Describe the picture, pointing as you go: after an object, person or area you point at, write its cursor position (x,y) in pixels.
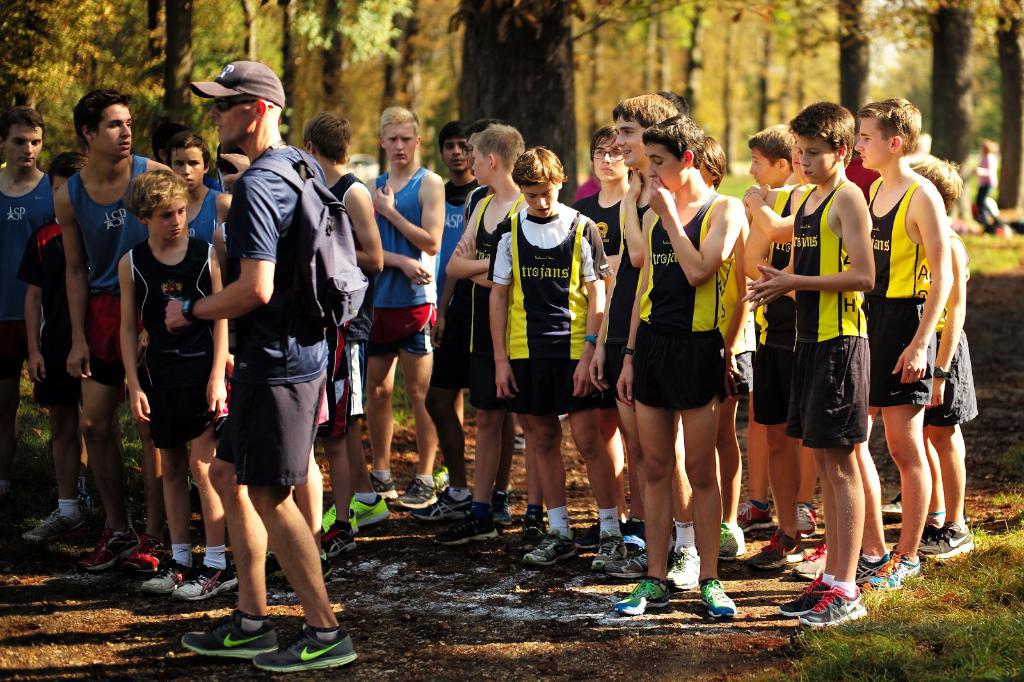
There are some people (550,269) standing. Person (287,334) on the front (319,307) is wearing bag (338,250), watch (188,304) and cap (231,89). In the background (448,31) there are trees (605,17). On the right corner (952,626) there are grasses (949,624).
